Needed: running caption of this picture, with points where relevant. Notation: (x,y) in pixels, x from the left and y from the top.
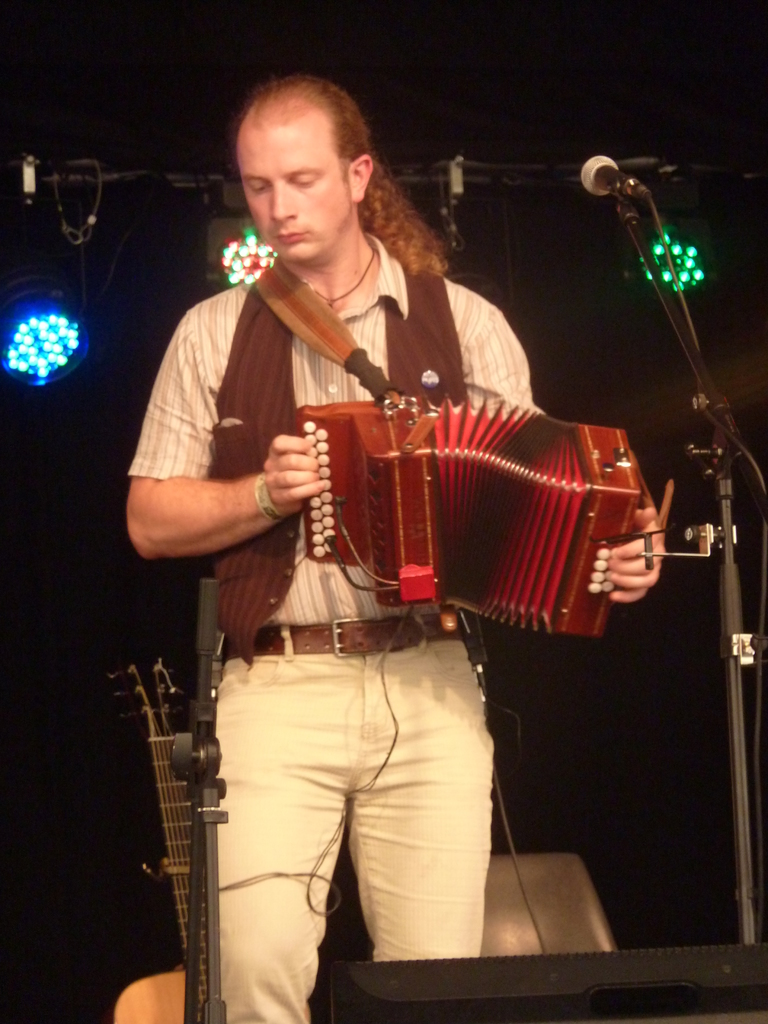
Here I can see a man (338,600) standing and playing a musical instrument (364,432). On the right side (742,718) there is a mike stand (739,669). At the bottom (204,967) there is a guitar (172,843) and another object (504,966). In the background (56,279) there are few lights (232,273) and metal objects (96,177) in the dark.
